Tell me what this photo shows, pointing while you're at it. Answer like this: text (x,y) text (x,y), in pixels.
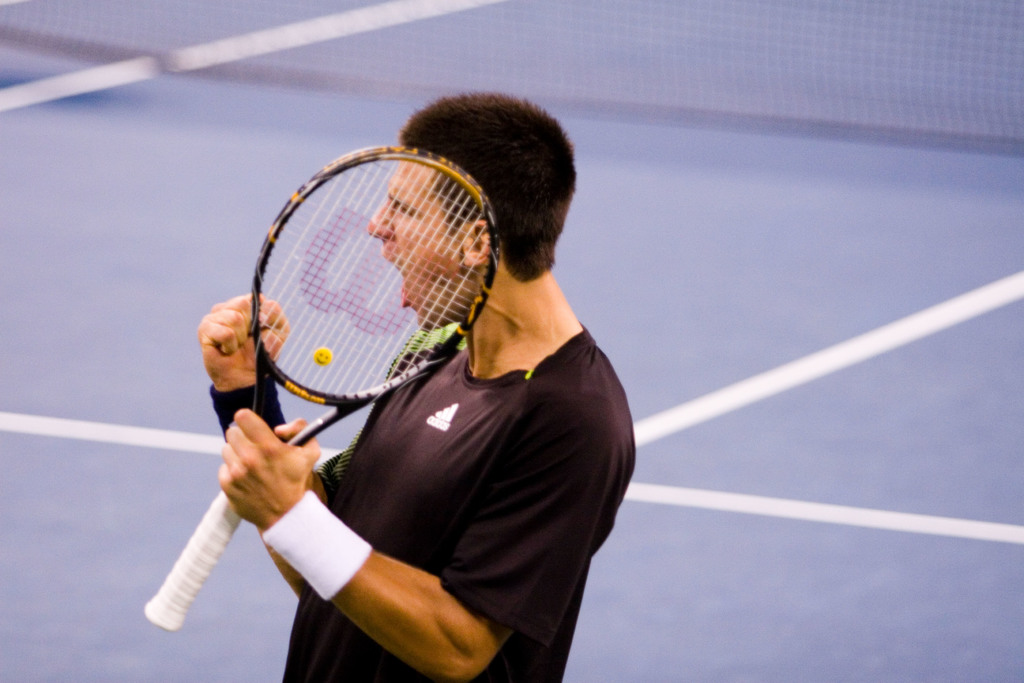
In the center of the image (363,426) we can see one person (450,517) is standing and he is holding a racket (377,284). In the background (435,83), we can see the net (683,66).
